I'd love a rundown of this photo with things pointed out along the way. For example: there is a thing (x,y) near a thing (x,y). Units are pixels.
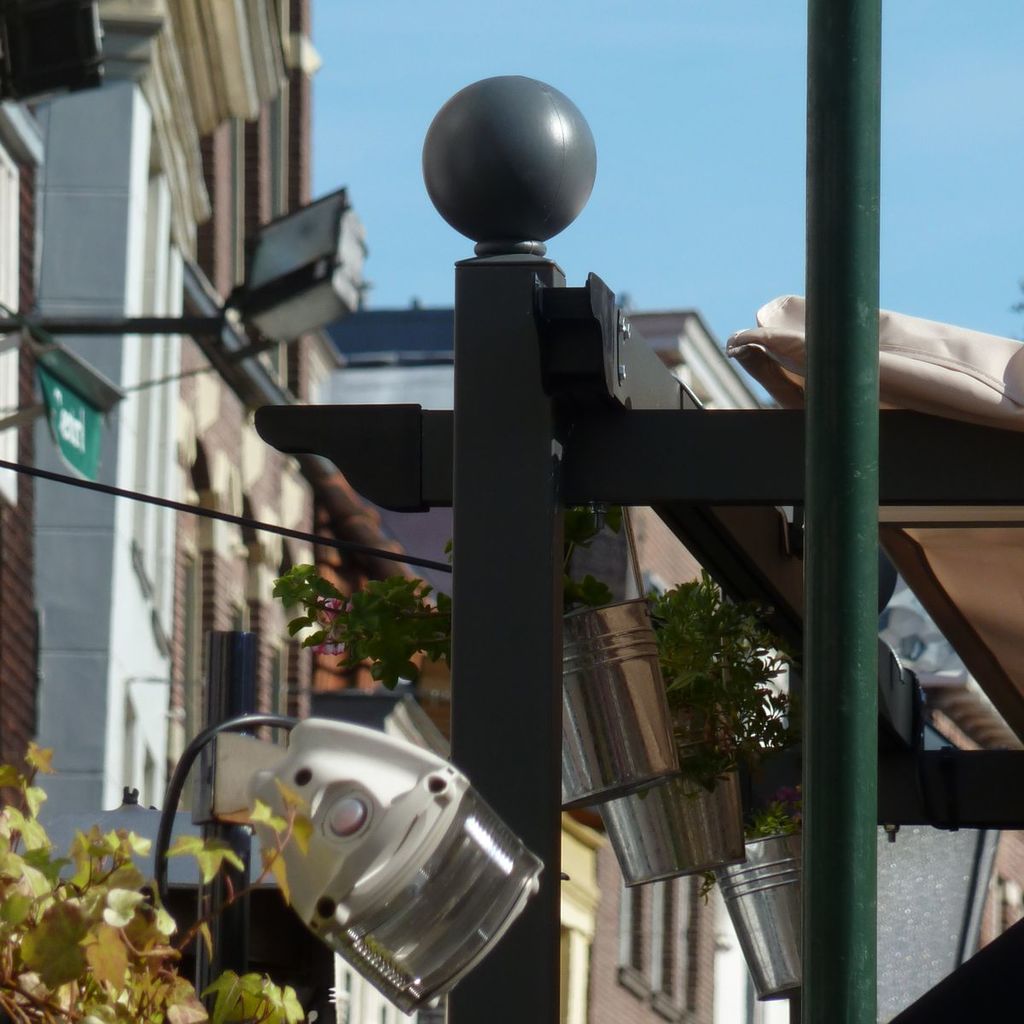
This image is clicked outside. There are plants (39,914) in the middle (421,636). There are buildings (202,528) in the middle (369,353). There is sky (602,53) at the top (544,69). There is light (397,792) at the bottom (488,921).
